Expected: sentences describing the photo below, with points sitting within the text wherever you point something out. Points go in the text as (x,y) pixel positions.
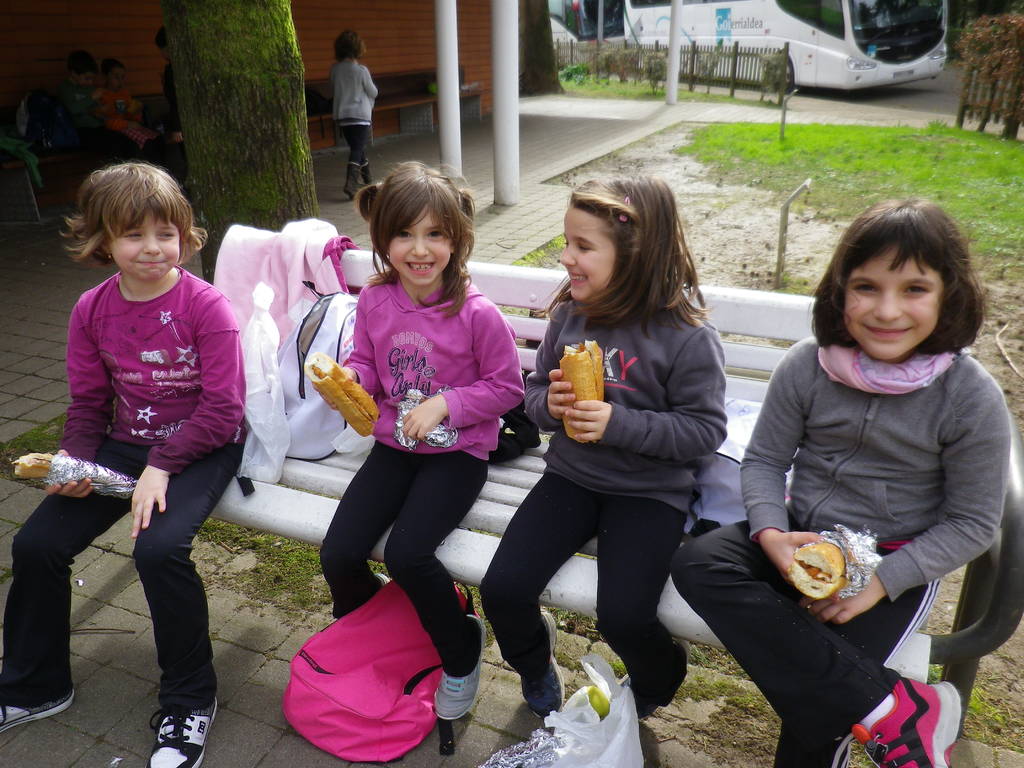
In this picture there are four children (466,311) were sitting on the bench (1021,480) and everyone is holding sandwich (329,360). At the bottom (372,709) we can see the bag (398,700) and plastic covers (566,724). In the top left (124,118) there is a girl (353,73) who is standing near to the pillars (443,93), beside her we can see the group of persons (88,102) were sitting on the bench (381,91) near to the brick wall (105,58). In the background (782,29) there is a bus (859,44) which is parked near to the wooden fencing (752,72) and plants (635,58). On the right (907,112) we can see the grass (1004,229) and road (881,116).
